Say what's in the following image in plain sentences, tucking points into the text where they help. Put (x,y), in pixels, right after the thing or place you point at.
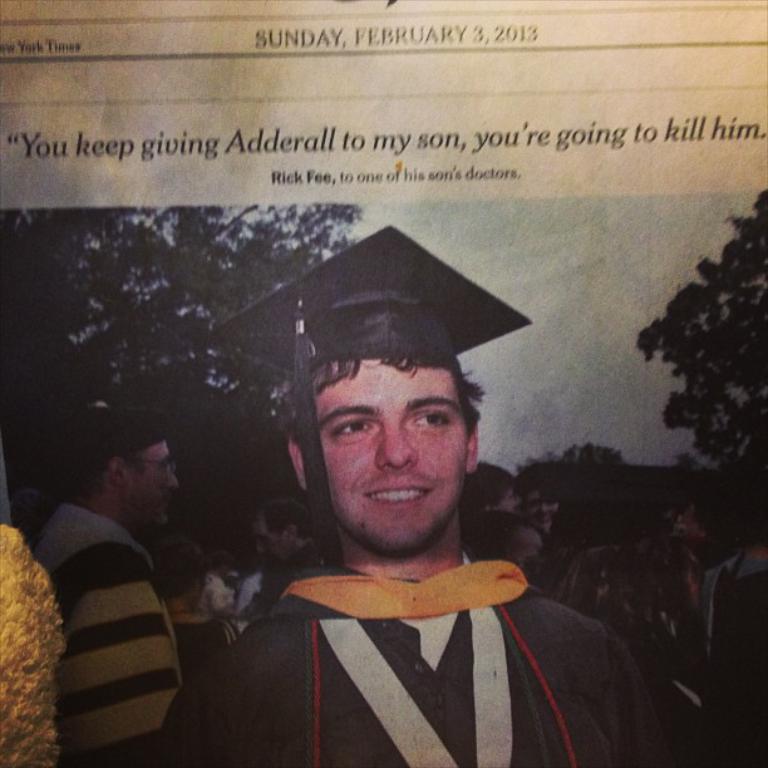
In this picture there is a paper (403,556) which has a image (400,622) of a person (390,655) wearing graduation dress (392,702) in it and there are few other persons (574,542) behind him and there are trees (735,374) in the background (664,383) and there is something written above the image (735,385).
